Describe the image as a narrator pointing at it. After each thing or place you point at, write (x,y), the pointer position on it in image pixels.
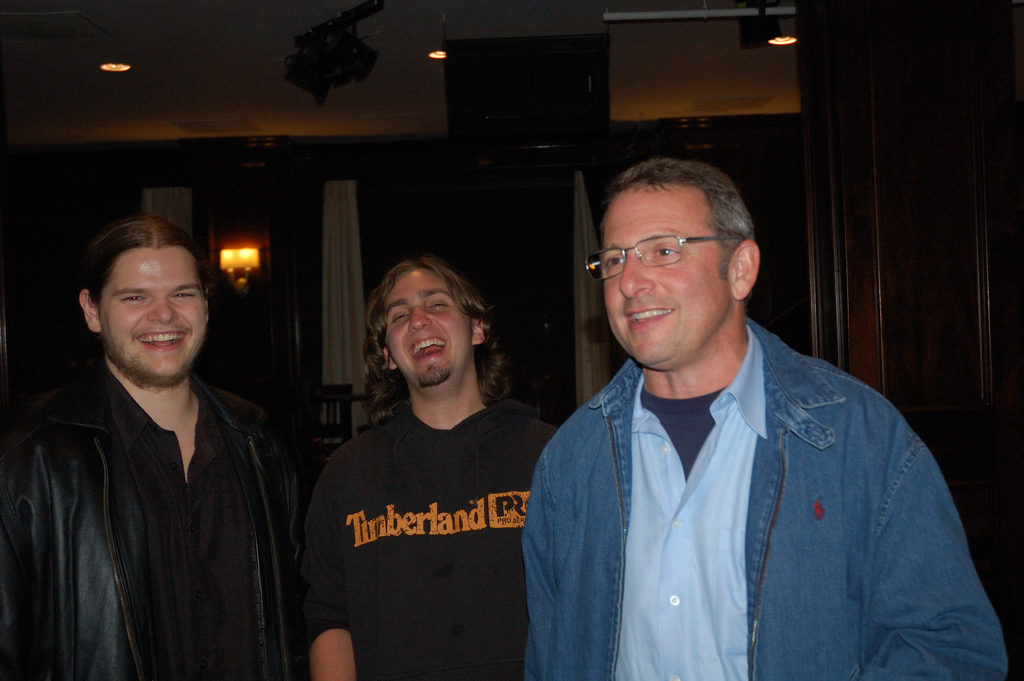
In the given image i can see a people (626,188), lights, curtains (159,201) and some other objects (354,70).
